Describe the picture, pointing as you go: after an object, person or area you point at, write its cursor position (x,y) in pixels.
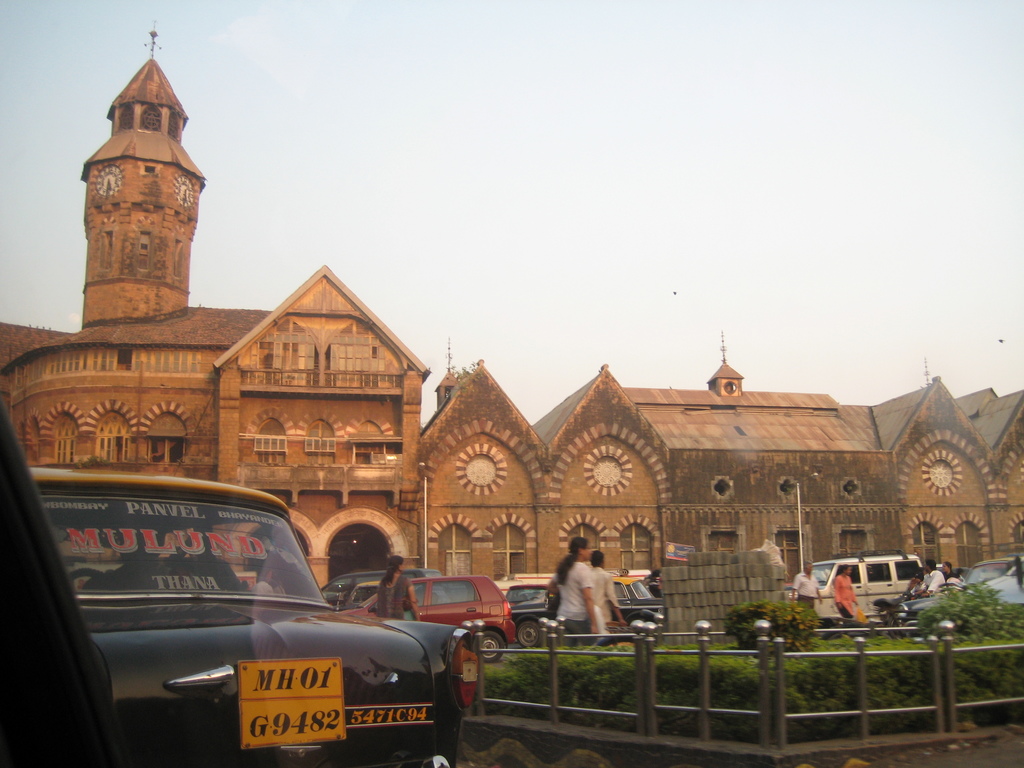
In the foreground of this image (283,700), there is a car (388,687), railing (946,642) and plants (897,643). In the background (714,578), there are bricks (701,599), vehicles (638,618), persons (583,596) moving on the road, building (572,461) and the sky (663,58).
